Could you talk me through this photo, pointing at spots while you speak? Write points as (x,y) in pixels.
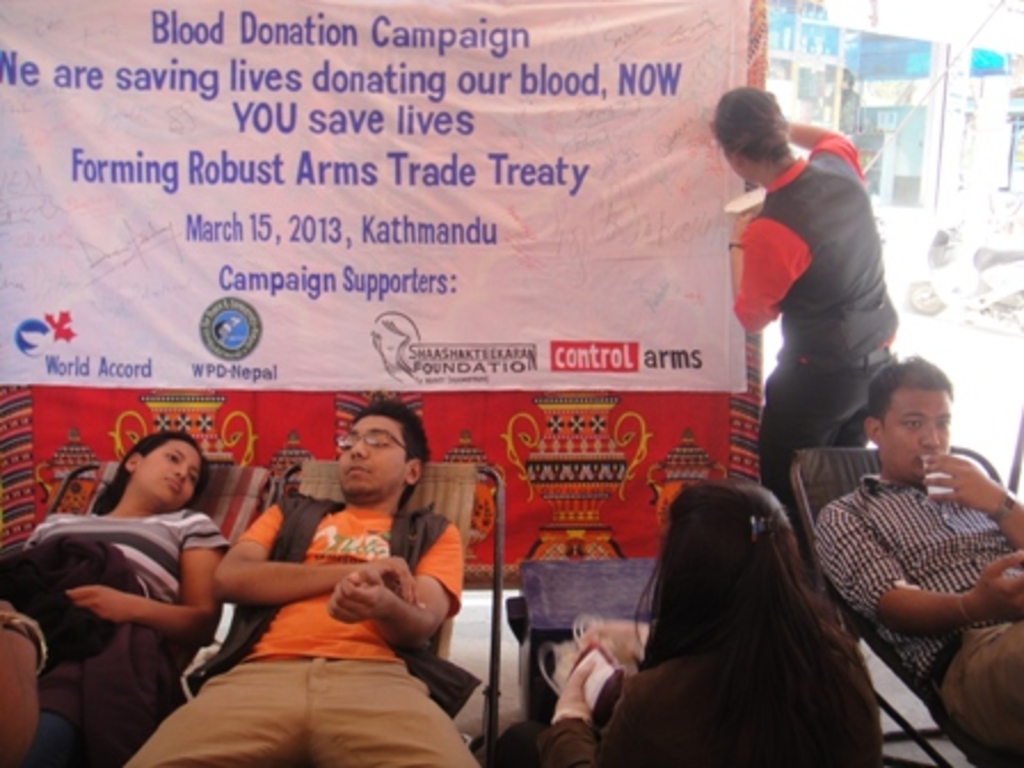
In this image we can see this people (234,556) are lying on the chairs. In the background (788,244) we can see a person (764,299) standing at the banner (385,203), vehicles (978,298) on road (906,332) and a store (874,93).
